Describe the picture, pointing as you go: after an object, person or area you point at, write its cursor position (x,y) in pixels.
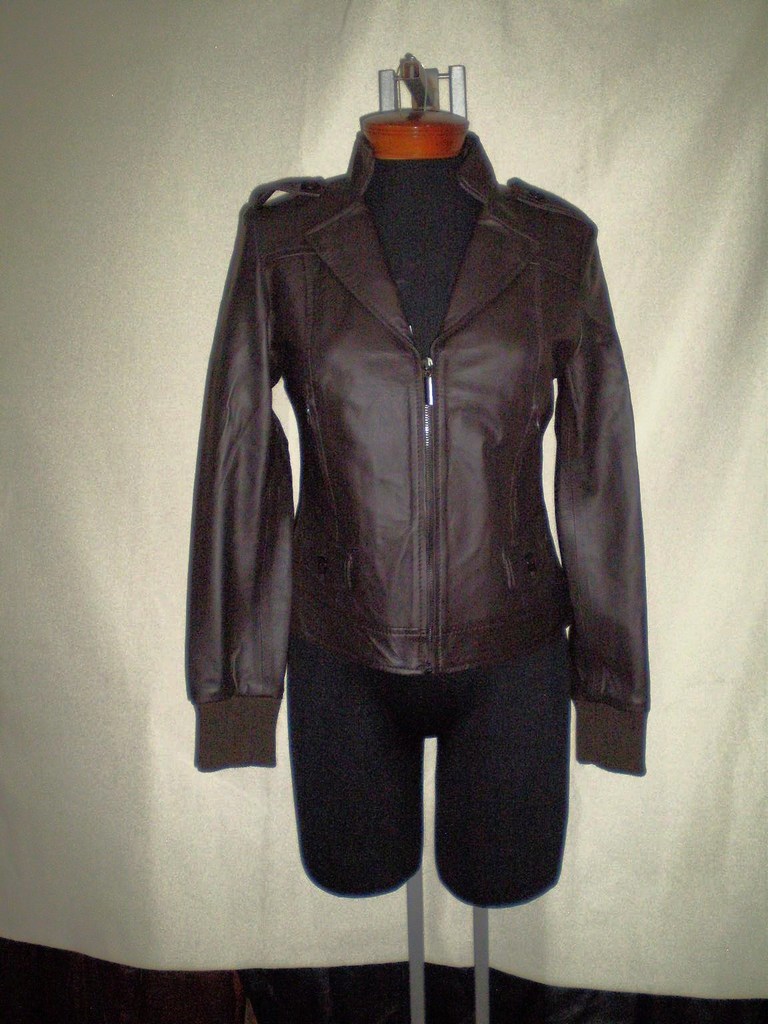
In this image we can see a mannequin (412,151) wearing clothes (450,419). We can see a curtain (234,88) at the background of the image (729,265).
